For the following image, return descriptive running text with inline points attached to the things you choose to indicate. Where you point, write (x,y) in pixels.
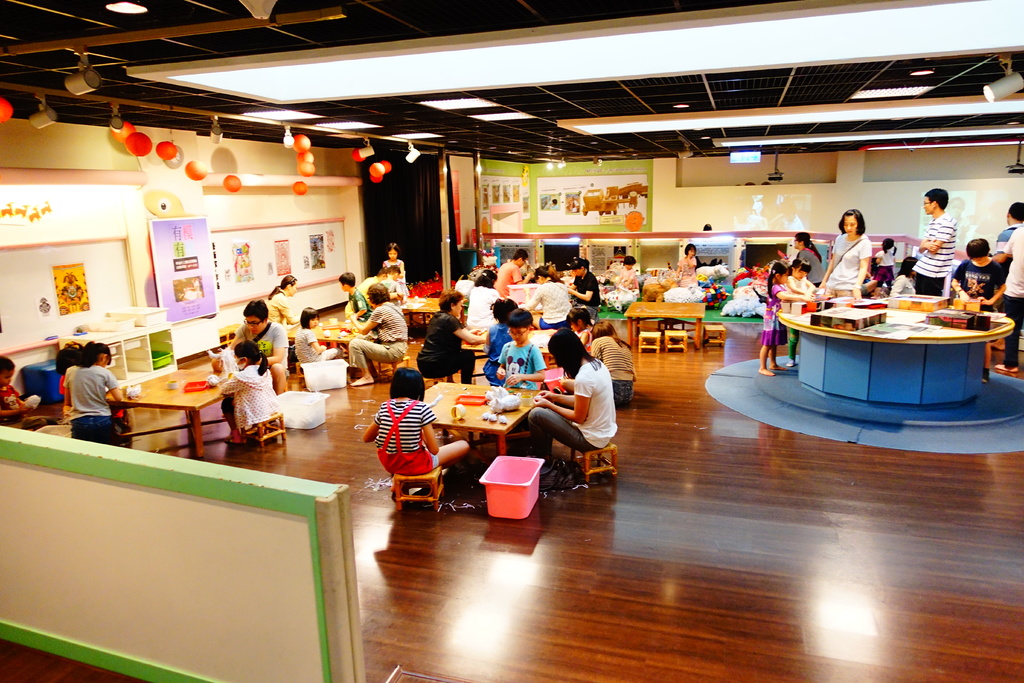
This is an image of the inside of the play school (547,188). There are group of people (529,358) who are sitting and doing their works. On the right side (855,310) there is one table (861,342) and on the table (928,352) some books (878,309) are there. On the right side of the top corner there is one man (926,235) who is standing and looking at children (777,297). Beside that man (940,254) one woman (858,248) is standing and she is teaching something to children (801,277). In the middle of the image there is one wall (765,189) and there are two posters (573,195), on the left side (123,137) there are some balloons (137,137) and in the middle of the image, there are lights (448,103). On the left side of the bottom corner there is one wall (208,552), behind that wall (169,506) there is one table (174,392) on the left side of the middle of the image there is one cupboard (140,337). In the center of the image (488,434) there is another table (462,394) and one bucket (516,487).
